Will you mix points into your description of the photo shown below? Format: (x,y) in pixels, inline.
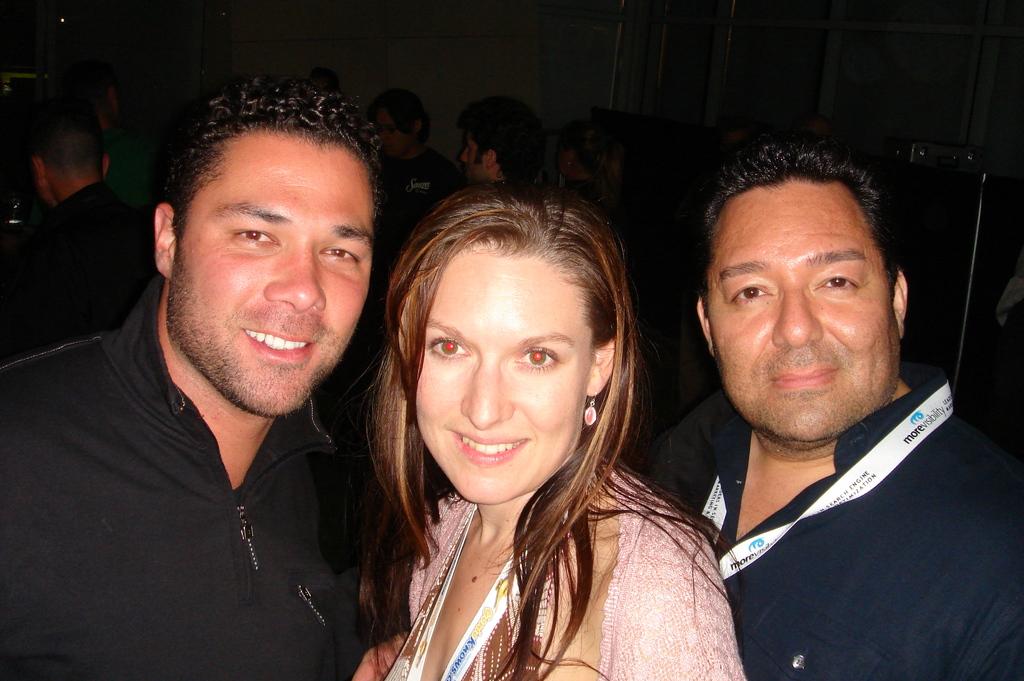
In this image we can see a group of people (790,552) standing. On the right side of the image (940,222) we can see a box (951,208) placed on the surface (936,172). At the top of the image (160,27) we can see a wall (110,58).
